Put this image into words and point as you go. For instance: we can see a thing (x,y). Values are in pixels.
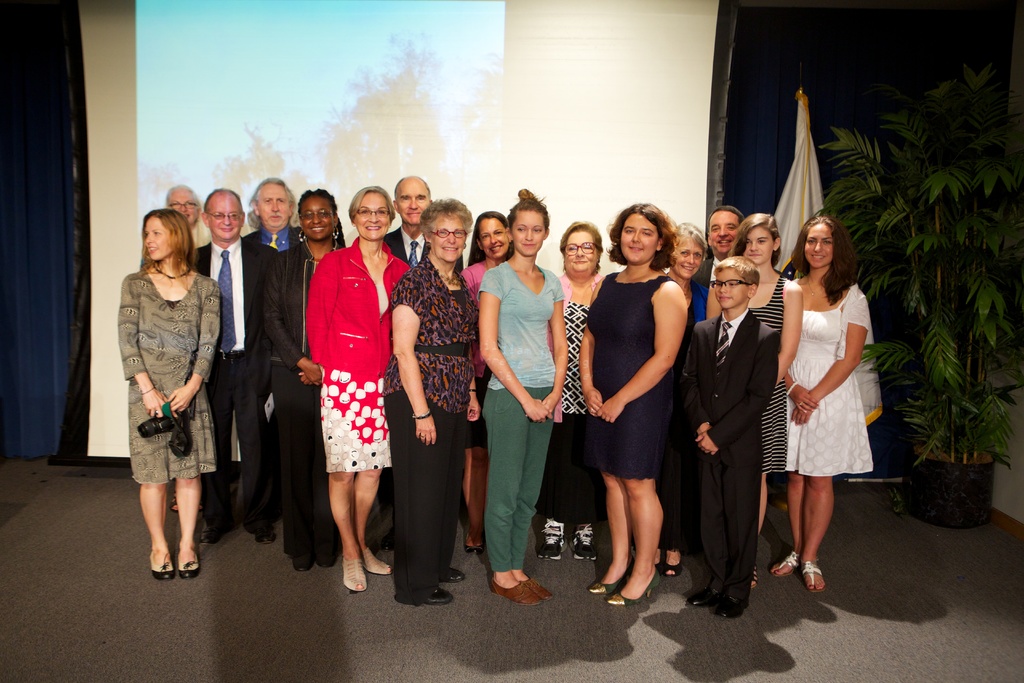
In this image I can see a group of people (546,382) standing and wearing different color dresses (644,355). Back I can see a flower pot (970,511), blue curtain (39,222) and projector screen (401,69).
